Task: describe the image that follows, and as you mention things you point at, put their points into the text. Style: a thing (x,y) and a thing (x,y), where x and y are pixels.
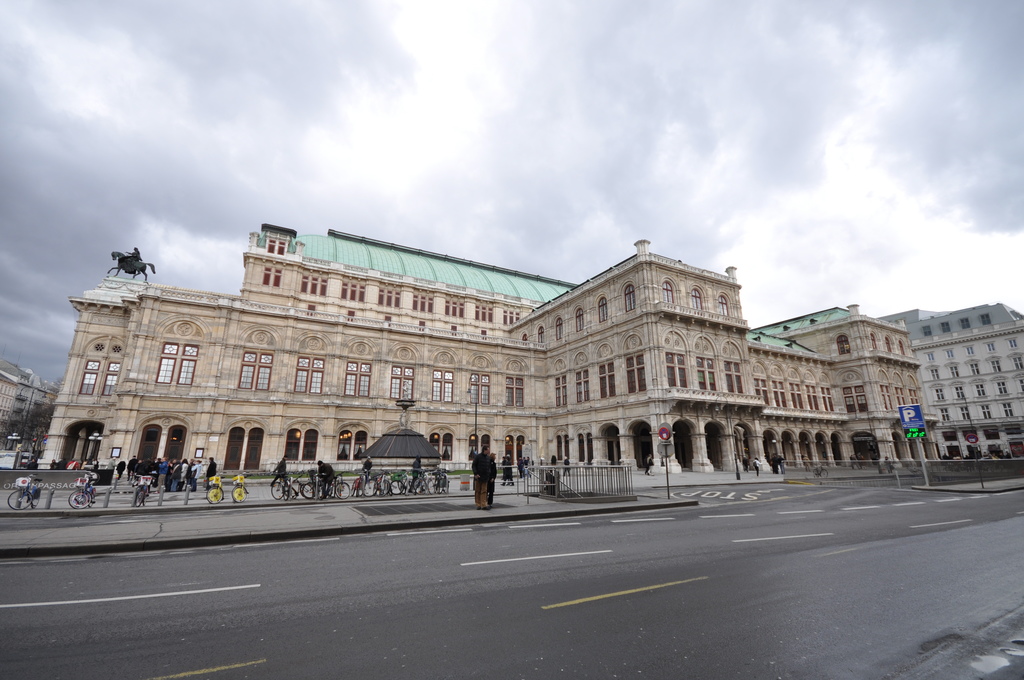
In the image we can see there are buildings (542,389) and these are the windows (249,379) of the buildings (229,405). There are even people (129,464) standing and some of them are walking. Here we can see bicycles (335,486), fence (565,488) and the road (698,580). We can even see there are poles (923,461), sculpture (125,258) and the cloudy sky (250,186).
